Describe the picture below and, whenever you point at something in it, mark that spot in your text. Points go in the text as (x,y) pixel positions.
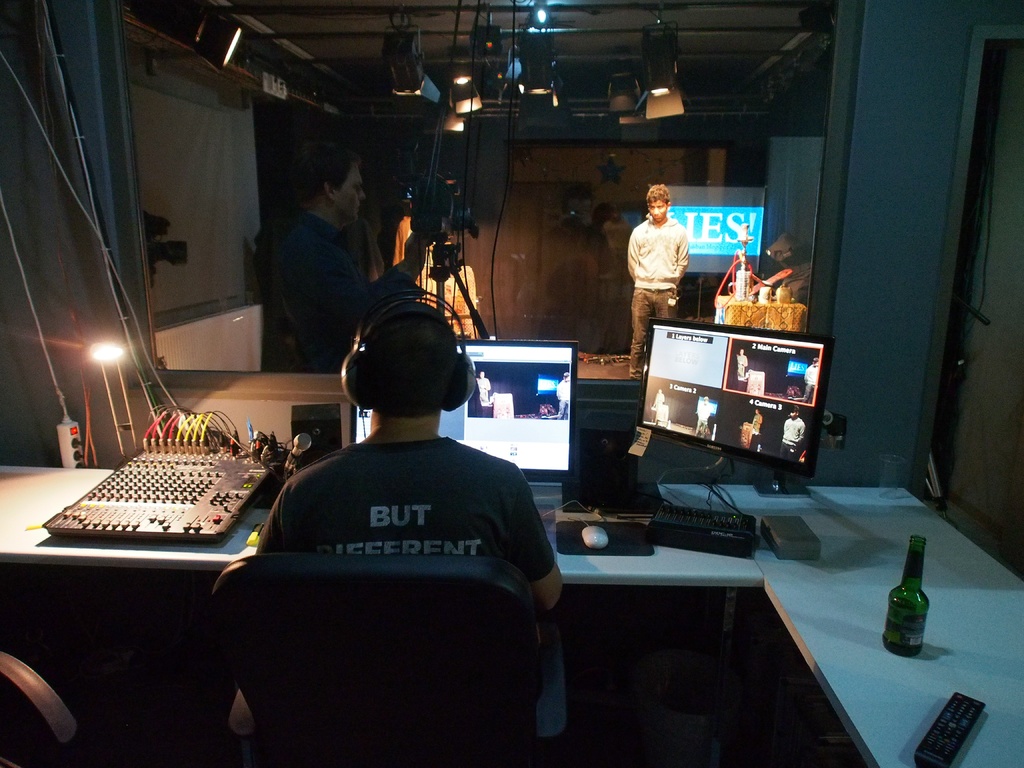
On this table (80,483) there are monitors (766,446), keyboards (698,522), bottle (906,568), remote (958,699), mouse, device (201,496) and things (271,463). A person (396,463) is sitting on a chair (381,606) and wired headset (462,359). One person (302,276) is standing beside this camera stand (474,312). In-front of this board (680,215) another person (650,270) is standing.
